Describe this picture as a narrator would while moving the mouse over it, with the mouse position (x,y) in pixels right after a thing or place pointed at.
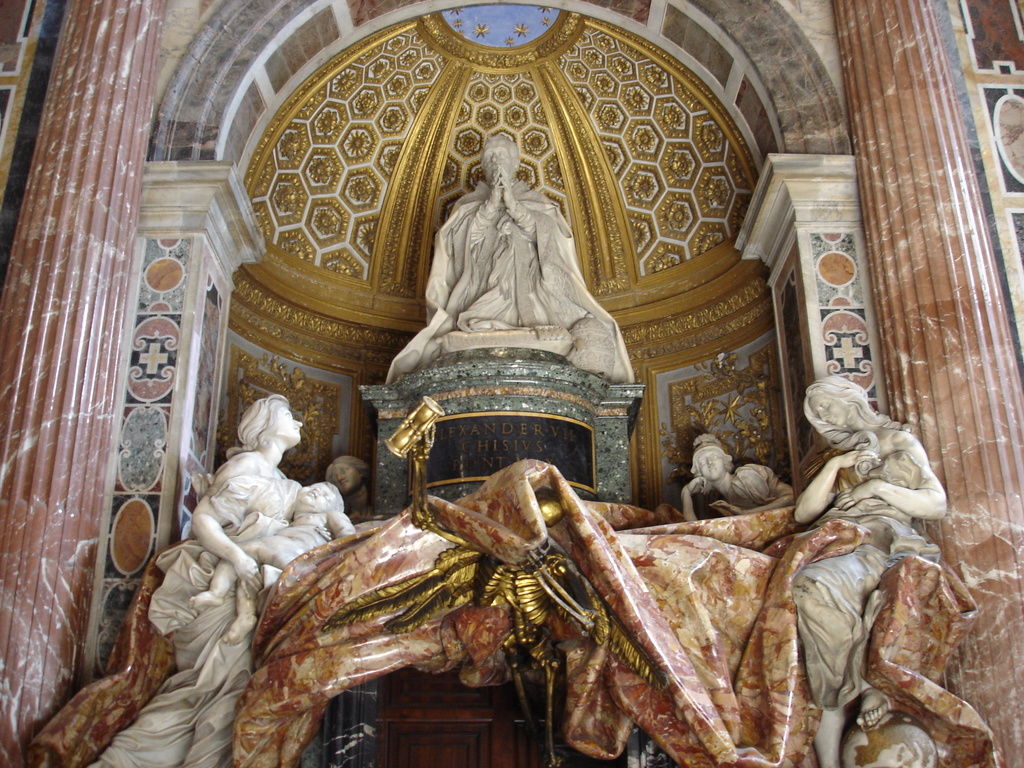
In this image there are statues (840,440), designed wall (334,341) and objects (410,435).
